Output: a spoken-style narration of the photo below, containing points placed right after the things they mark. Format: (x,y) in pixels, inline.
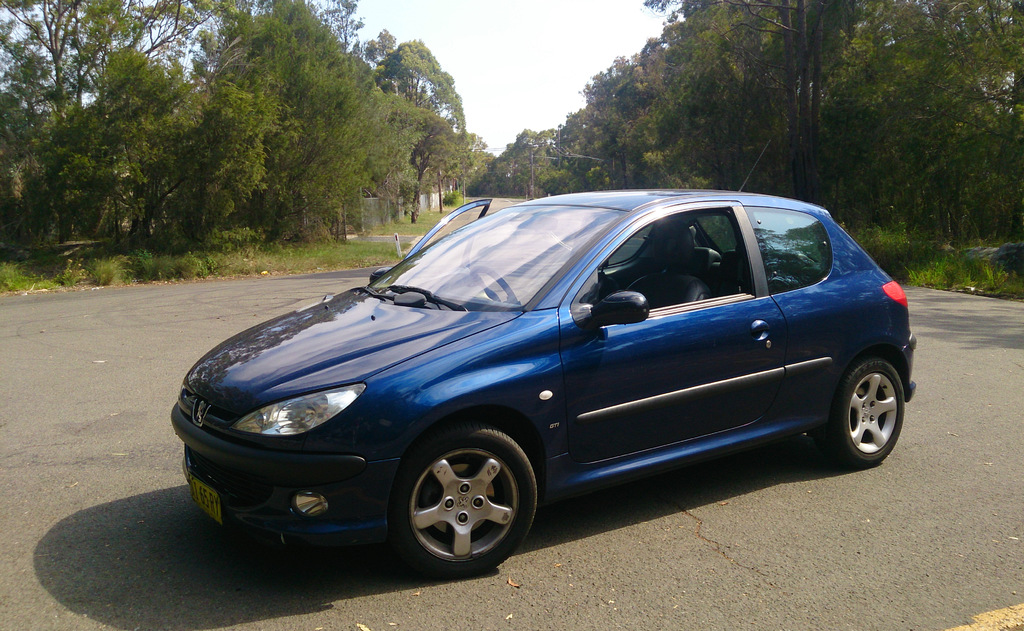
In the image there is a blue color car (679,396) on the road (654,616), on either side of it there are trees (726,114) all over the image and above its sky (538,56).
